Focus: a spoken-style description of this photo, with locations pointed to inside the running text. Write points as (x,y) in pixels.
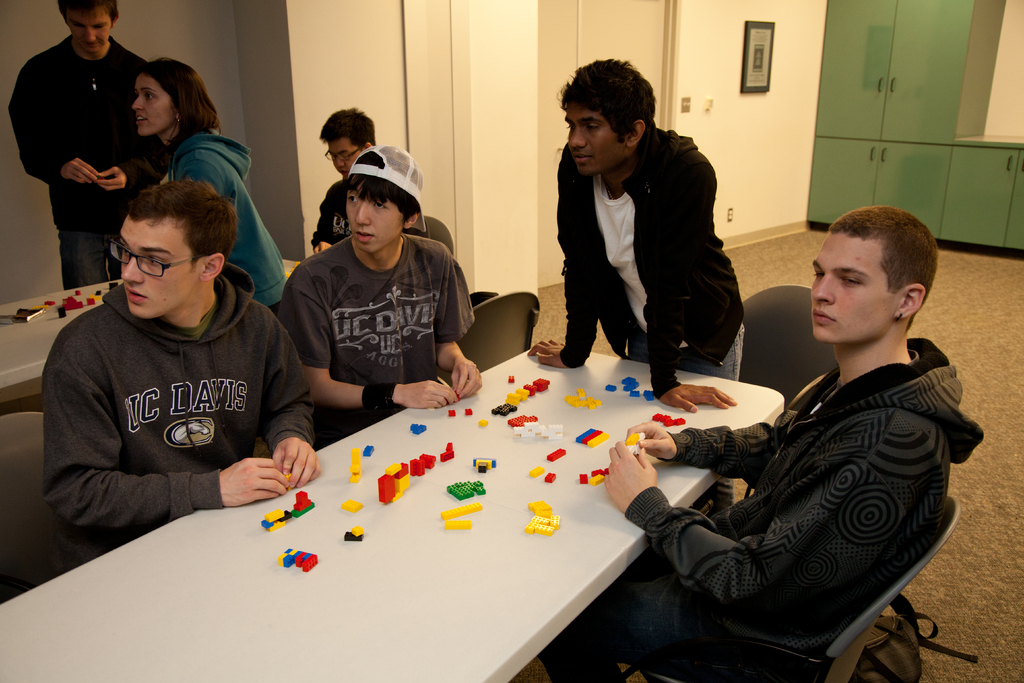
In this image i can see 3 persons (325,409) sitting on chairs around a table (600,371) and a person (699,223) standing beside the table (465,432), on the table (493,418) i can see few objects (364,451). In the background (168,83) i can see a woman (194,129) and 2 men (149,162), the wall (220,84), the door (559,48) and few cupboards (883,123).
